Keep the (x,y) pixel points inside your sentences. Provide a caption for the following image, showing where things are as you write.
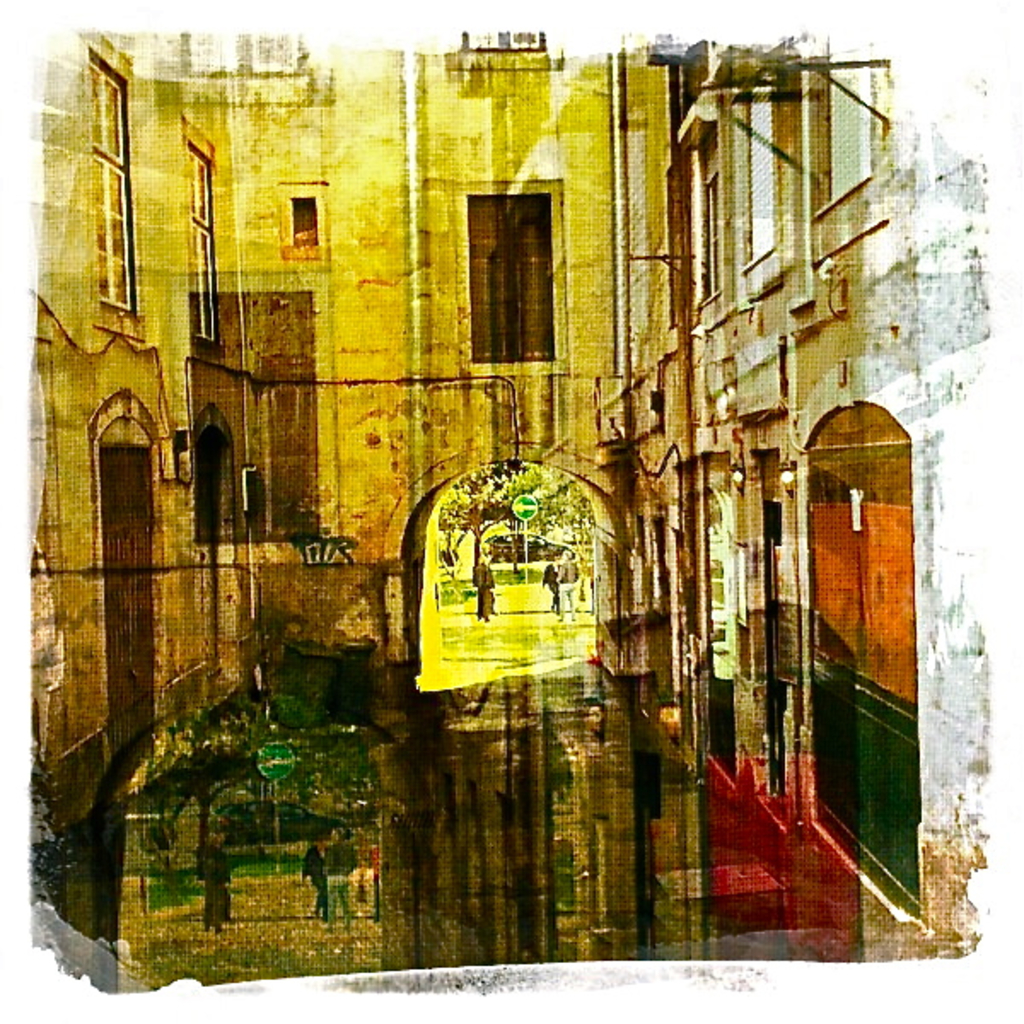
In this image there is a painting (559,674), in the painting (517,562) there is a building (459,305) with glass windows (716,171), metal rods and pipe (470,380). In the background of the image (572,595) there are a few people (562,587) standing. Behind them there are trees (460,525), a car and a sign board (525,509).
